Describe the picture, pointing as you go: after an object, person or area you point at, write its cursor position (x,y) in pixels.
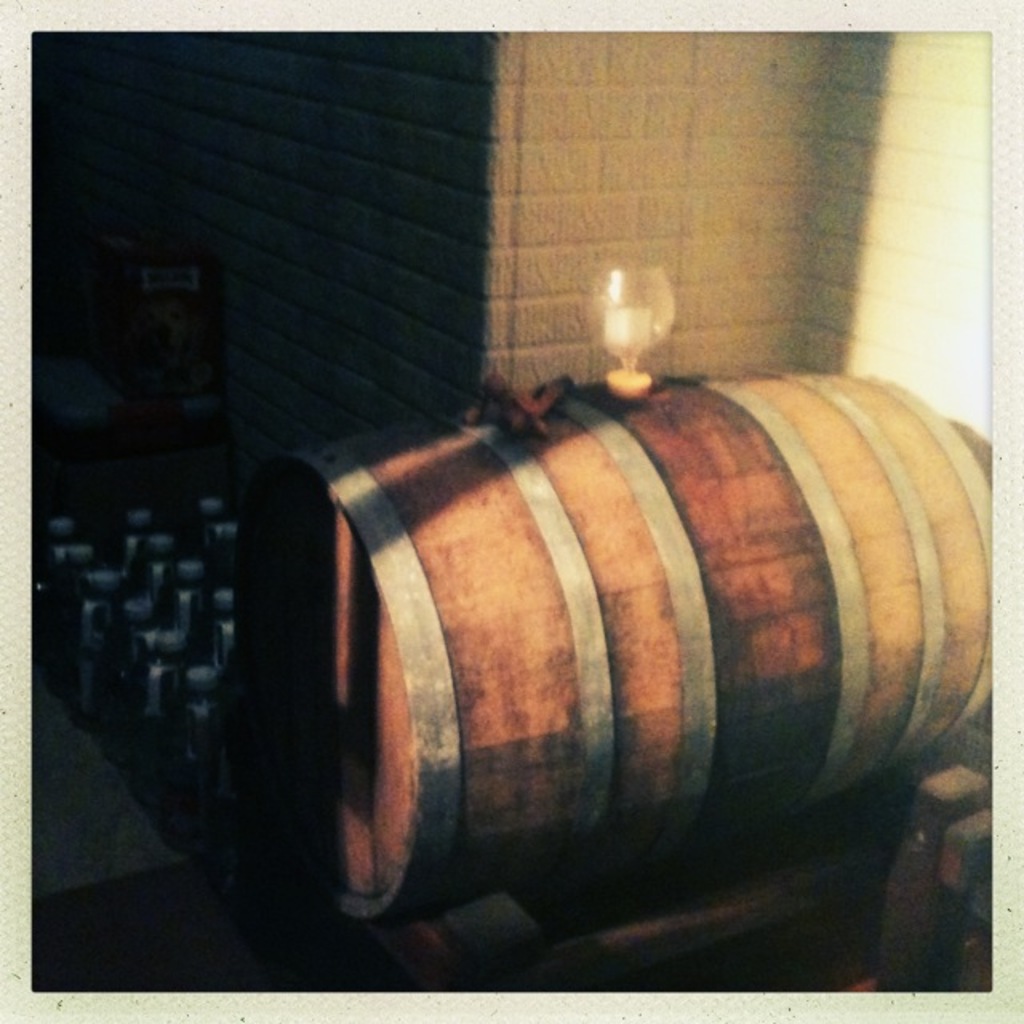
In the picture I can see a wooden object (659,615) which has a glass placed on it and there are few objects (150,564) and a wall (334,142) in the background (230,290).
